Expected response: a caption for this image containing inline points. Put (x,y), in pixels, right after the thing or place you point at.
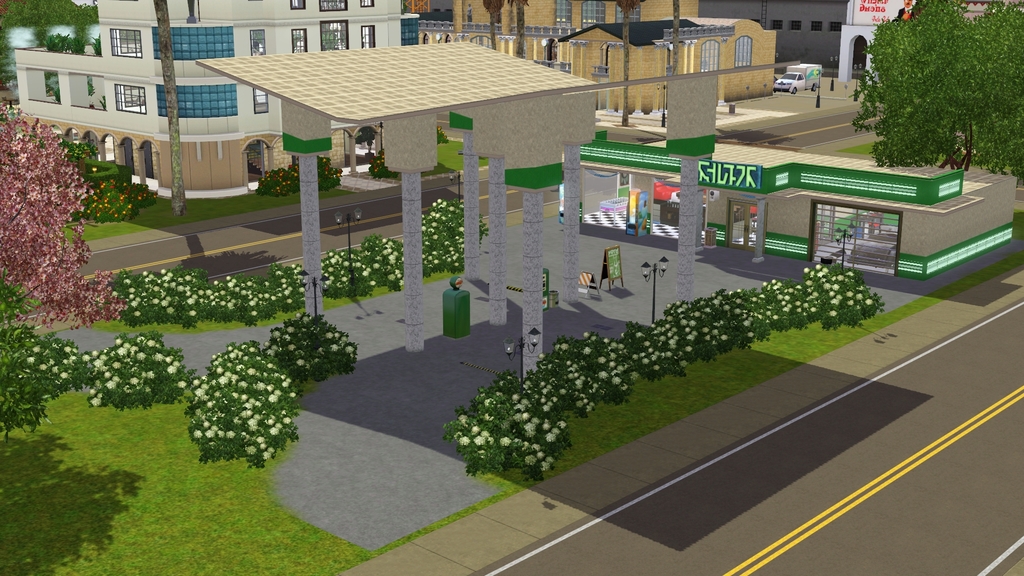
In the picture I can see the buildings (206,88). I can see the road (829,481) on the bottom right side (882,443). I can see the flowering plants (273,387) on the side of the road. I can see a vehicle (789,68) and trees (930,65) on the top right side (985,93).
